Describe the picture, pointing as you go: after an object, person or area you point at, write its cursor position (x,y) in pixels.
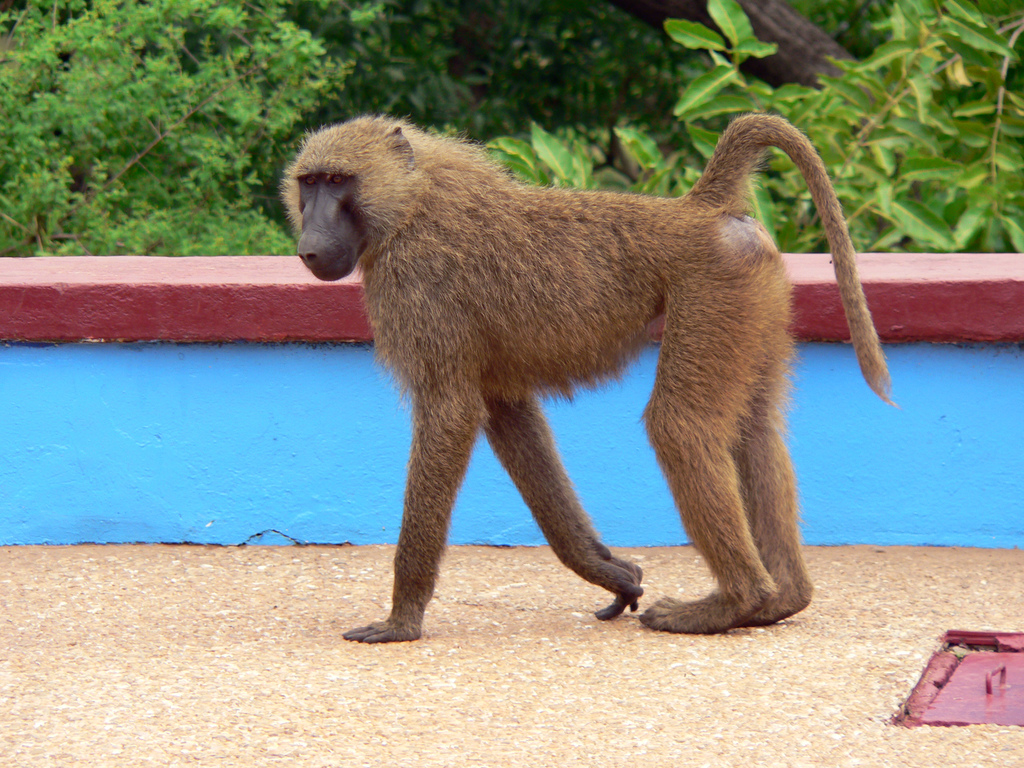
Here I can see a monkey (608,282) walking on the ground (448,685) towards the left side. Behind this there is a wall (164,417). In the background (29,87), I can see the plants (315,82).
